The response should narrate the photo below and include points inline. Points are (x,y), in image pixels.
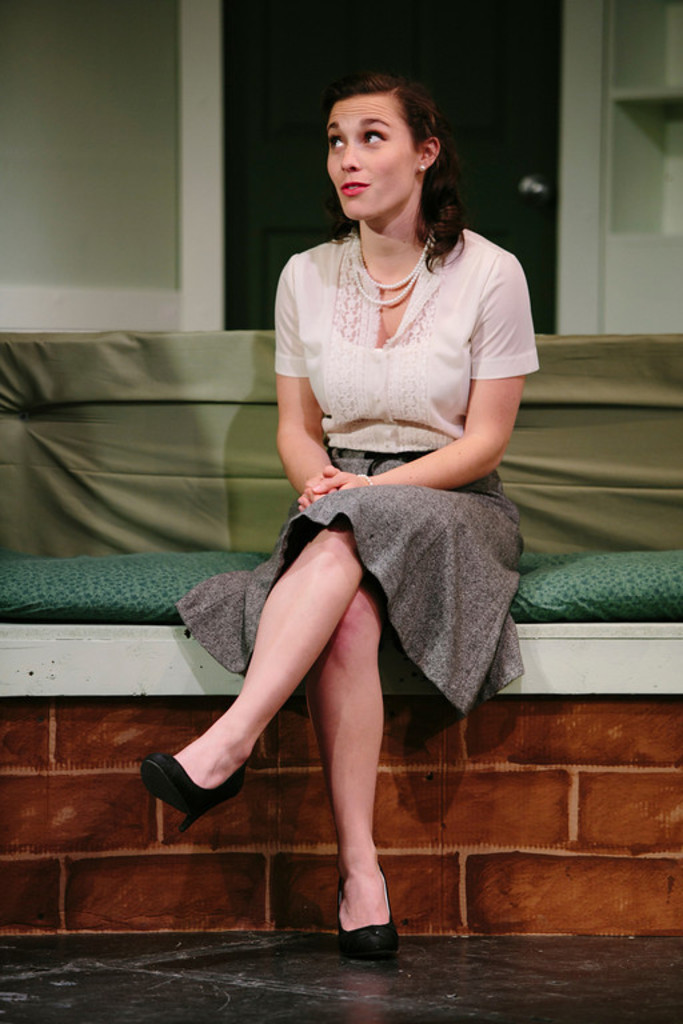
There is a woman (397,279) in white color shirt (421,331), sitting on a bench (519,503). In the background (608,317), there are shelves (642,96).
